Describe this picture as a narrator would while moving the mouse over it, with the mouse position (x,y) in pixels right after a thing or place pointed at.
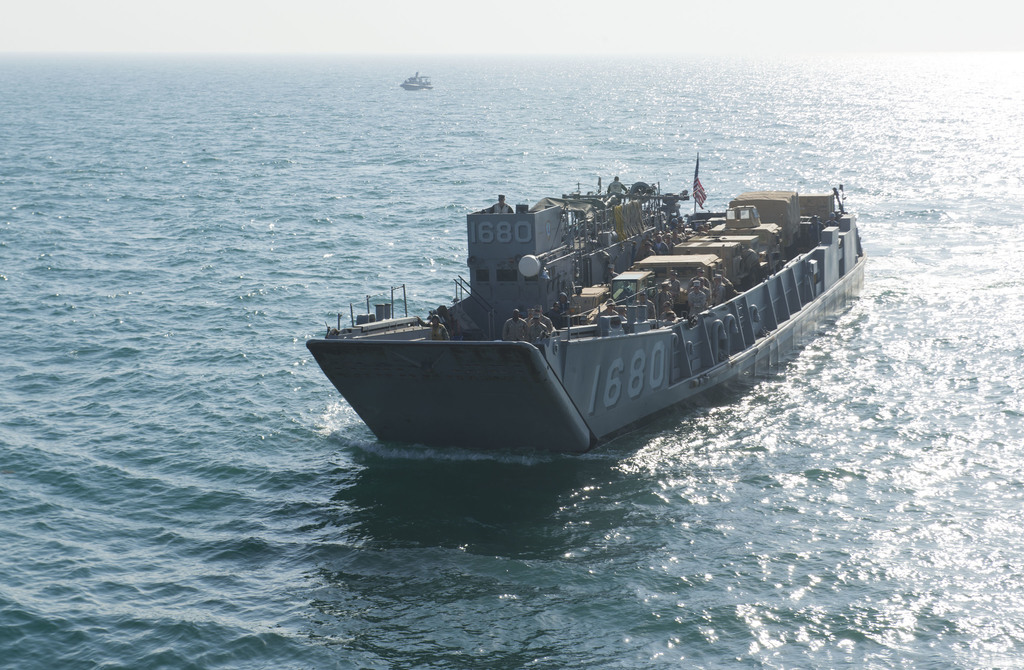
In this image, we can see boats (383,346) on the water (316,442).
